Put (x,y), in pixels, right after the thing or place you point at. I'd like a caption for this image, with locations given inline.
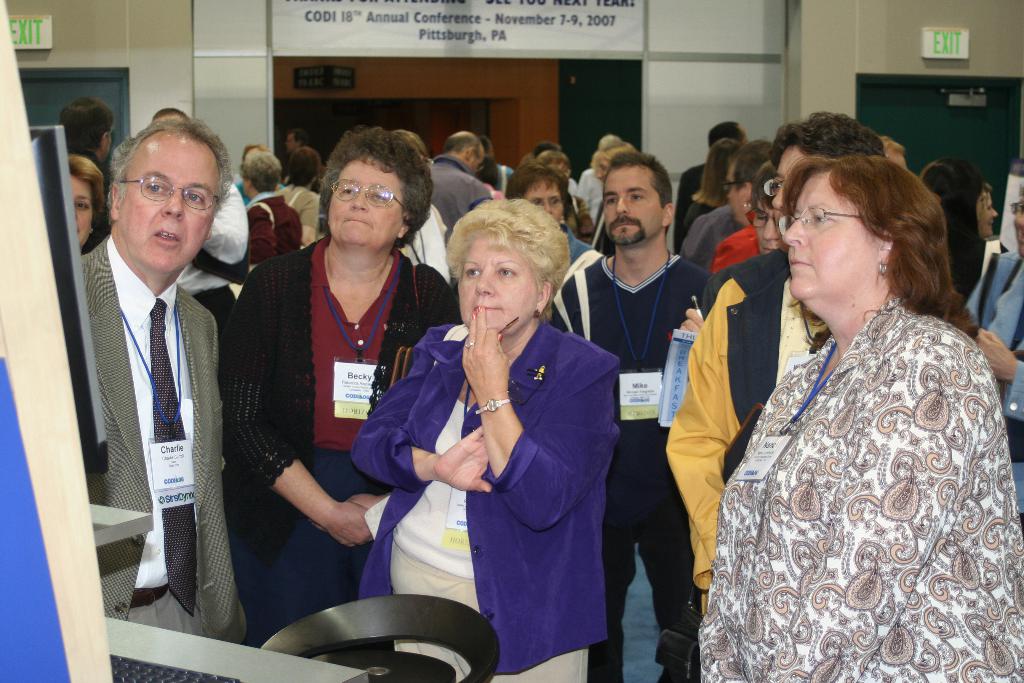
In this image there are group of people (593,445) who are standing one beside the other on the floor (641,618) are looking at the screen (61,237) which is in front of them. In the background (557,174) there are few people (477,154) standing on the floor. On the right side (937,118) top there is a door (931,107). In the middle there is an entrance (556,134) in the background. On the left side (148,668) bottom there is a keyboard (125,664) on the table (233,654).
